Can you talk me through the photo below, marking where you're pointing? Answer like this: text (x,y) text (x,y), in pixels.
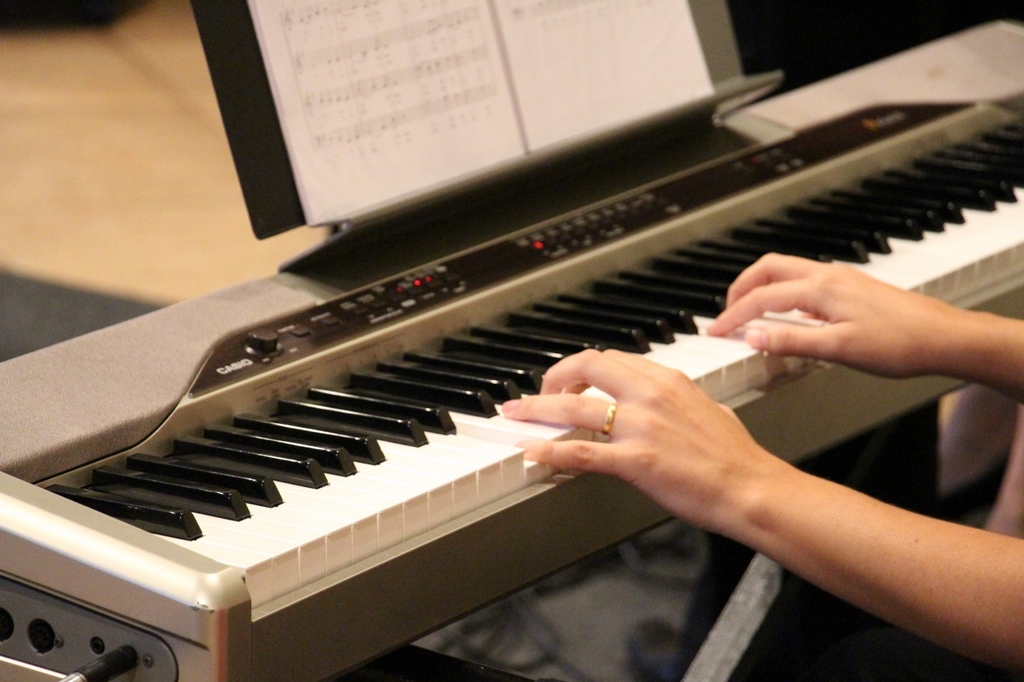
There is a piano (469,326) in the given picture and a music book (505,74) placed on it. There are two hands (677,378) placed on the piano (653,300) and playing it. In the background (128,172) there is a floor (97,111).
